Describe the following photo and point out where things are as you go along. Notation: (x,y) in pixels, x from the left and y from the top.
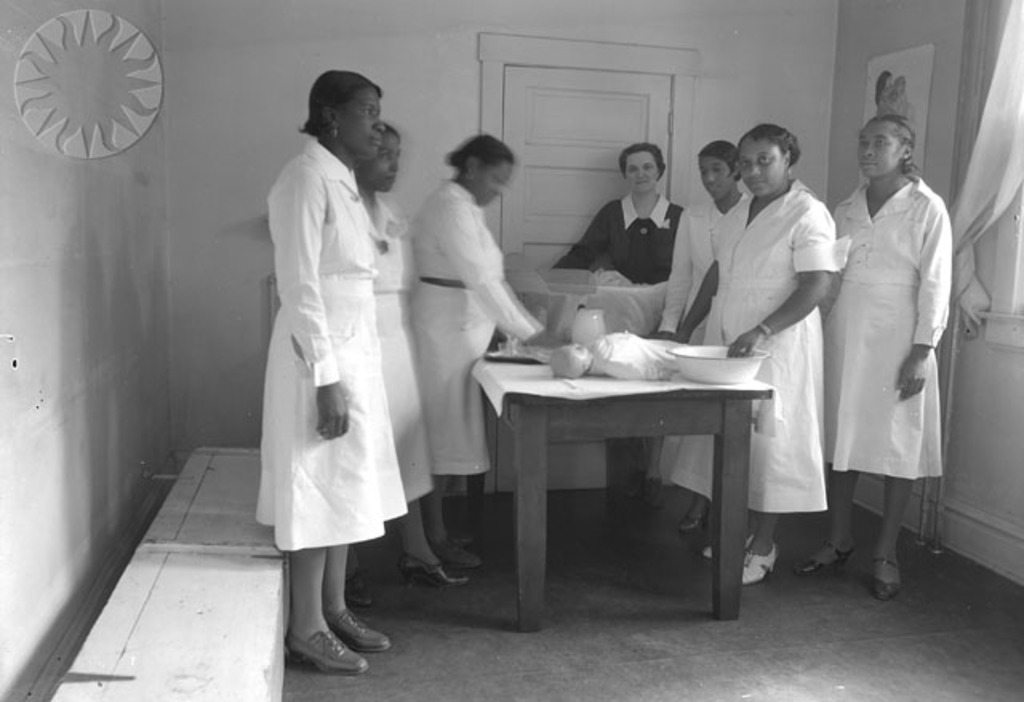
In this picture there are several ladies (313,271) with white coats (333,272) and a lady (627,226) with a black coat (608,226). They are examining the objects (620,344) which are kept on the table (556,416). In the background (129,132) we also observe a sun shaped circular disc (120,146). There is also a door (600,124) in the background (611,118) and a curtain (1010,129).
